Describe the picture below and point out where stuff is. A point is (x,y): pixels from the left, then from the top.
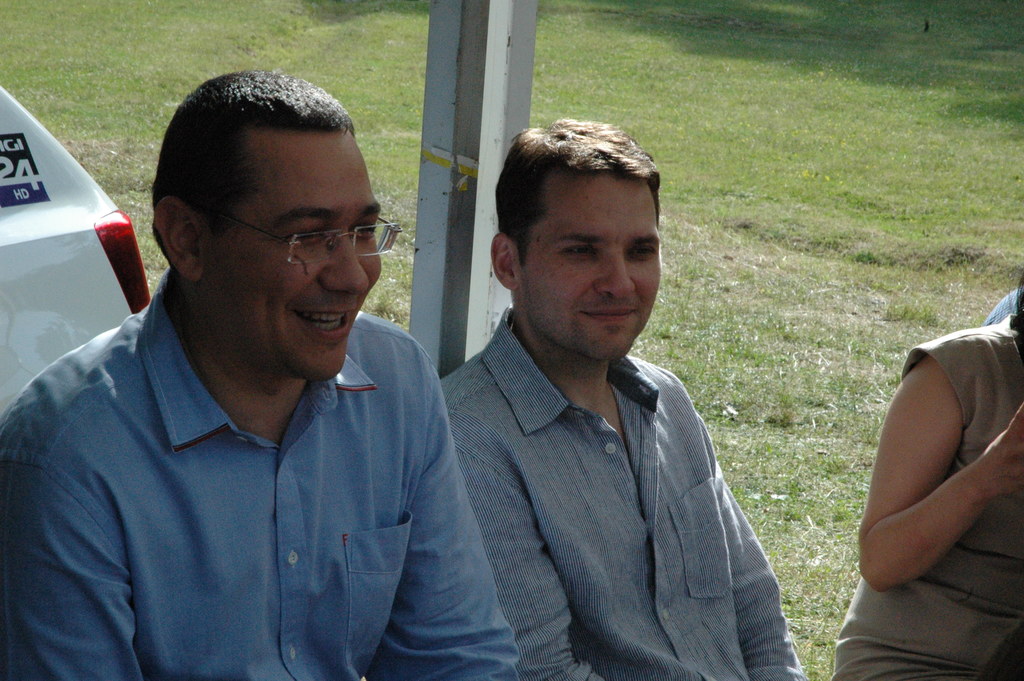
In this image we can see two persons (474,453) sitting and on right side of the image (931,529) we can see a lady person (953,533) also sitting and in the background of the image (383,154) there is pole (455,141), car (64,257) and some grass (855,252).
